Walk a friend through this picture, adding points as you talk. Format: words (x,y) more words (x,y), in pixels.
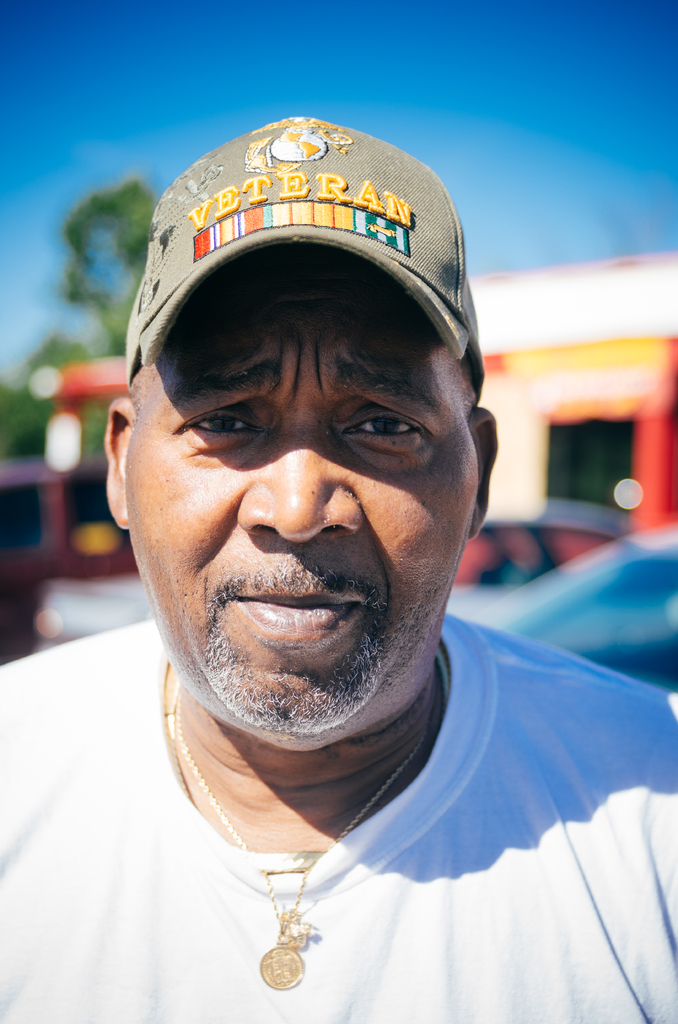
In this picture I can see a person (344,497) wearing cap (264,250) and the background (560,584) is blurry.
